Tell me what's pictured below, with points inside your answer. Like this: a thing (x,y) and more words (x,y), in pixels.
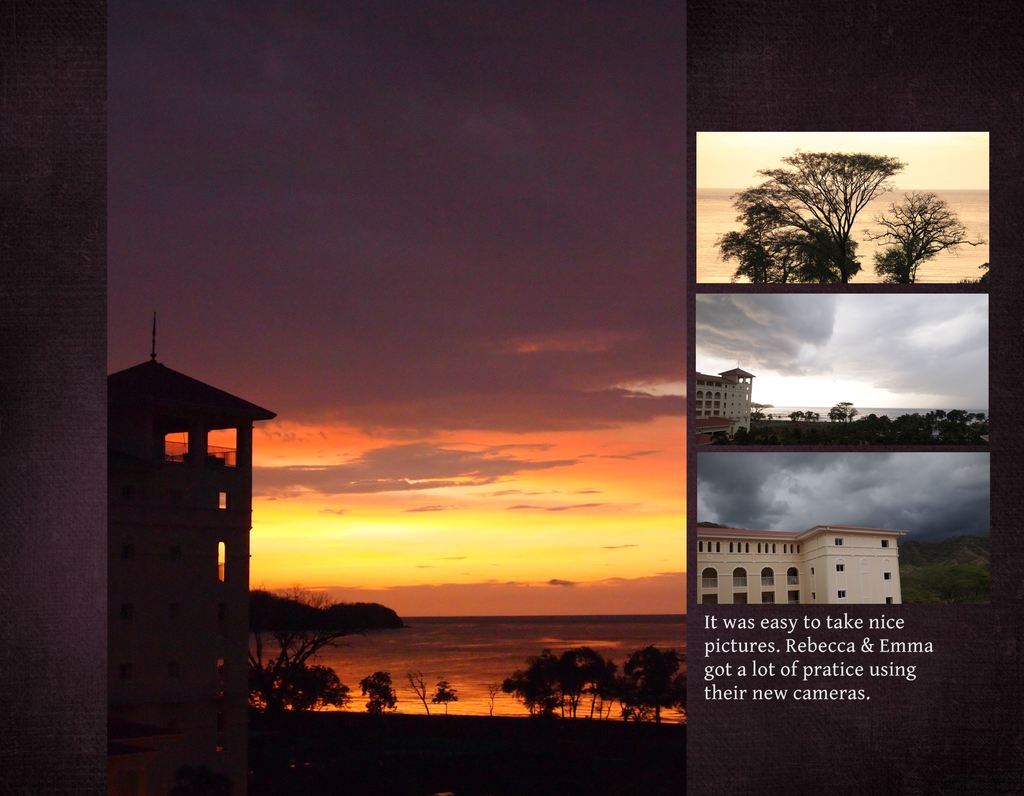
In this image we can see the collage picture. And there are buildings (702,431), trees (907,428) and the sky (609,560). And we can see the text (786,646) written on the poster (872,723).
